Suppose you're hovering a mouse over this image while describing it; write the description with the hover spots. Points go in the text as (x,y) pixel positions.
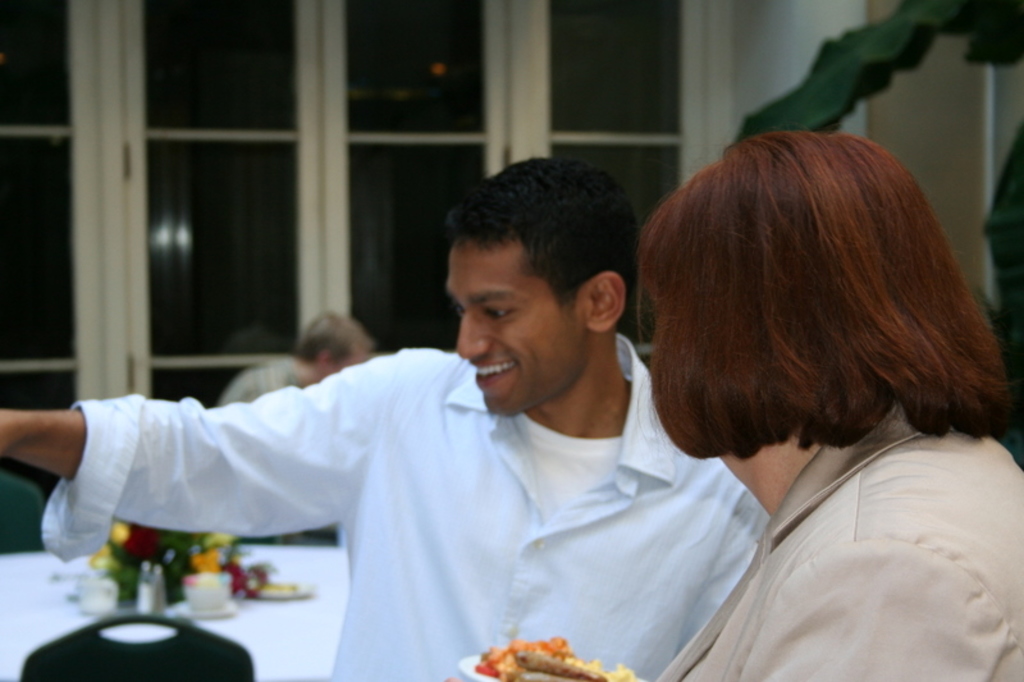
In this image I can see three persons (513,280) and a table (285,633) on which flower vase (167,596) and plates (199,605) are there. In the background (767,88) I can see a wall (749,85), window (216,75) and a houseplant (853,82). This image is taken may be in a hall (397,448).
